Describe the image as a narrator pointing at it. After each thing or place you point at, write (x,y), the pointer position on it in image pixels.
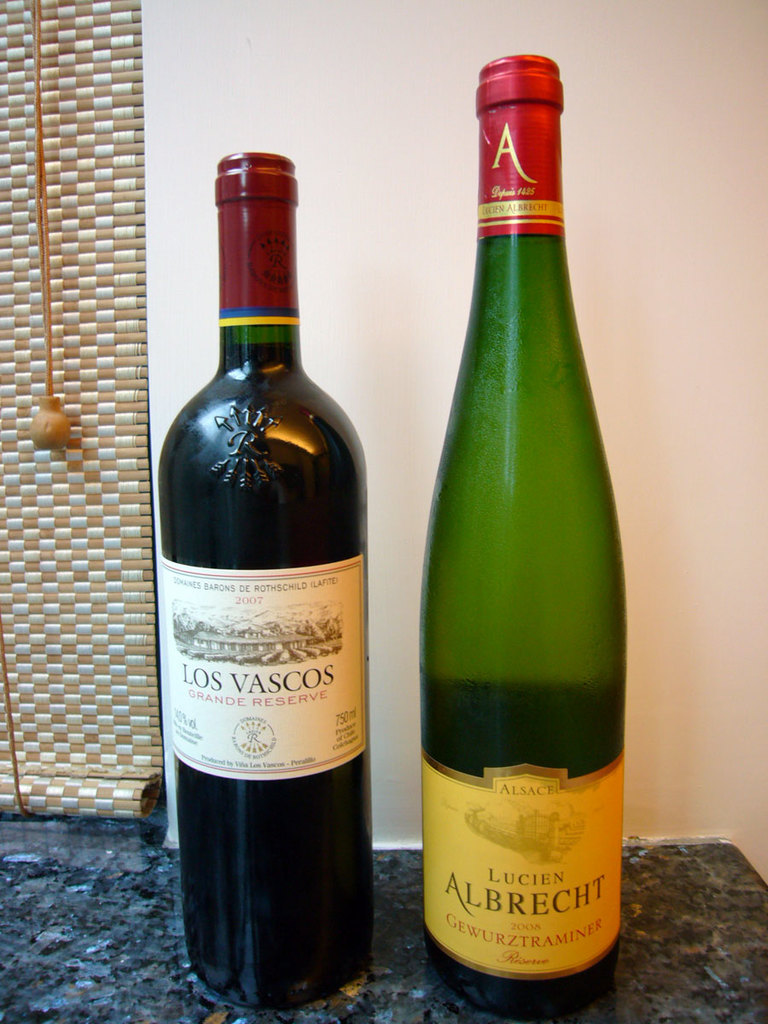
There are two wine bottles (240,807) placed on the table (96,928). in the background (387,324) there is a wall (344,146) and a curtain (64,270) here.
